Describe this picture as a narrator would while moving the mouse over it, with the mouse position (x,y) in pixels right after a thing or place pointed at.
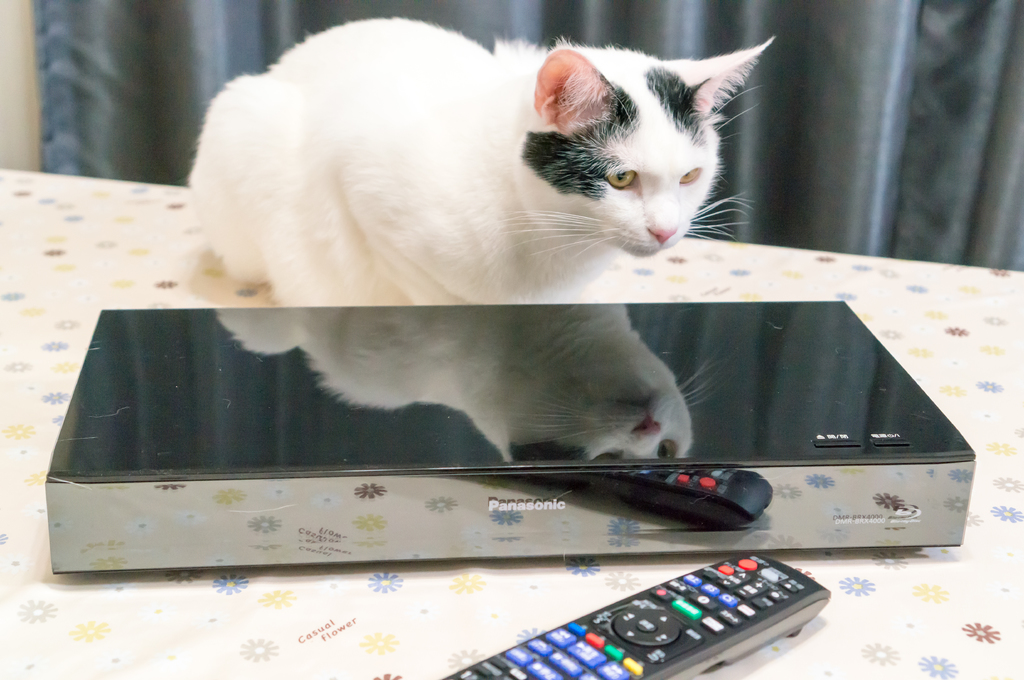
In the center of the image (611,236) there is a table (304,580) and we can see a disc player (513,337), a remote (746,577) and a cat (396,235) on the table (75,269). In the background (762,93) there is a curtain (201,83).
